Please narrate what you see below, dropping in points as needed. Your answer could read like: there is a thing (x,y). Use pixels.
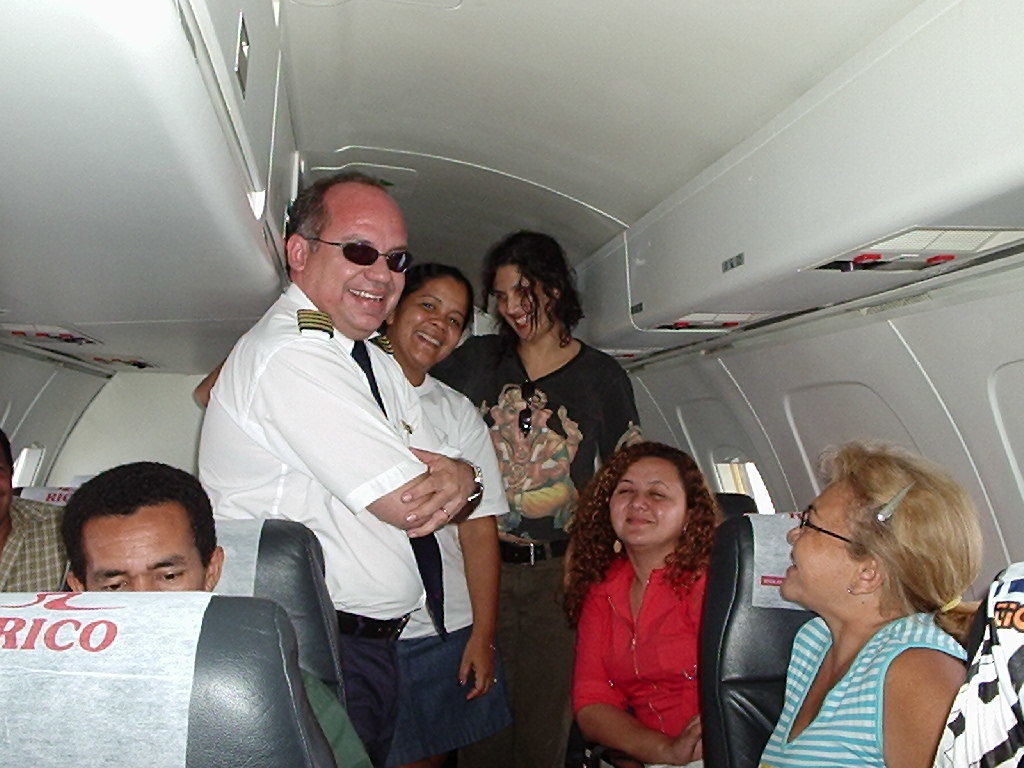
In this picture we can see group of people (342,514), few are sitting and few are standing, they are all in the plane (474,328).
